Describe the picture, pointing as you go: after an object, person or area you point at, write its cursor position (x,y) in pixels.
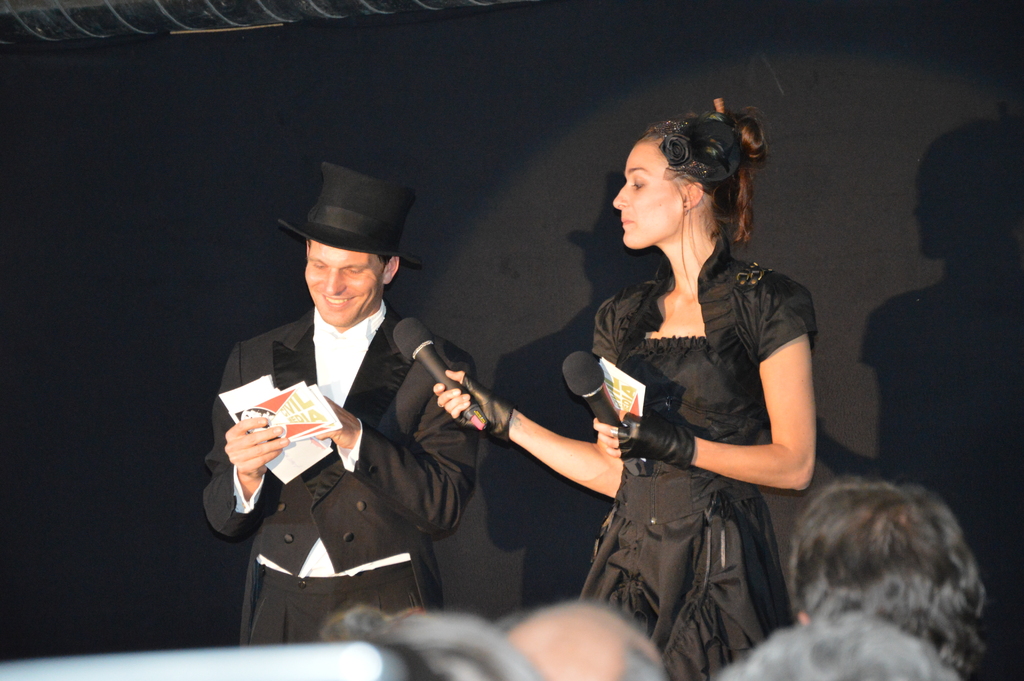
In this picture, we can see a few people (648,513), and among them a few (634,516) are holding some objects (597,404) like micro phone (594,365), posters (615,401), and we can see black color background (876,316), some object (54,25) in the top left side of the picture (174,27).
